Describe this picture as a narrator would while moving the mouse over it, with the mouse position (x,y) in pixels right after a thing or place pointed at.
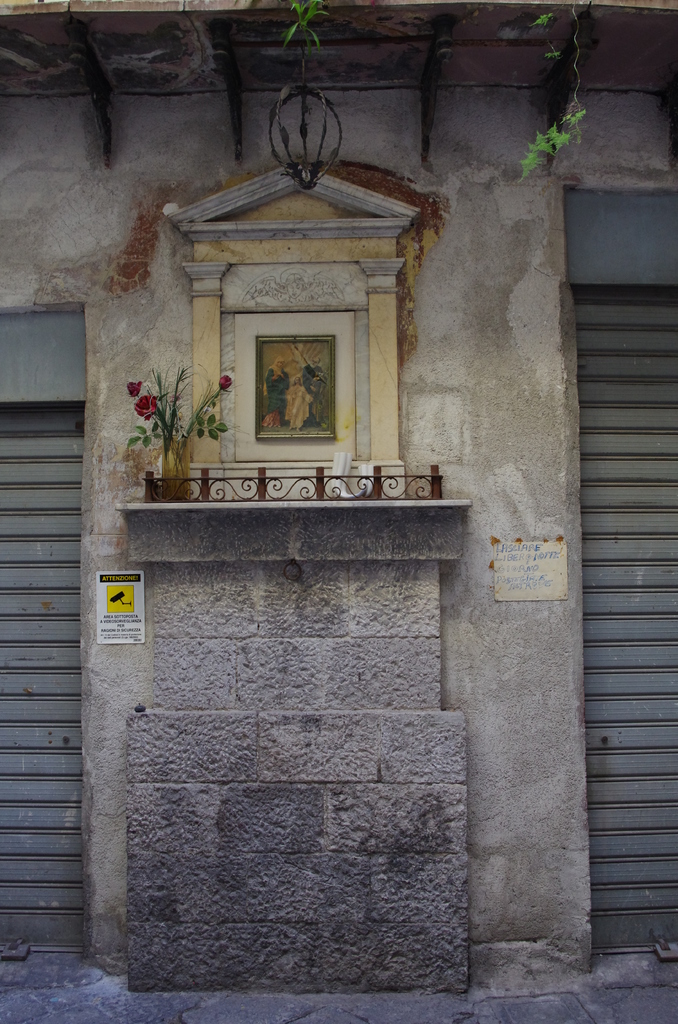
In this picture I can see shutters (677,884), flower vase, iron grille (349,477), leaves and some other objects (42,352). I can see papers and a photo frame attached to the wall (485,457).
